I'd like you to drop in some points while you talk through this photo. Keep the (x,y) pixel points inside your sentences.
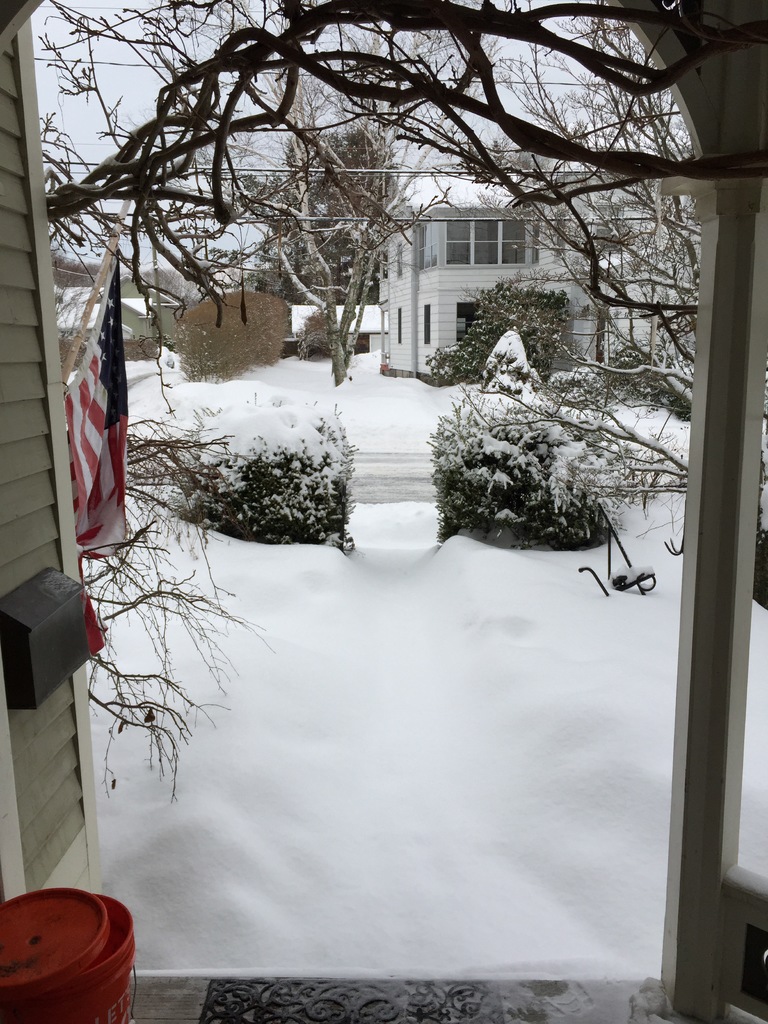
In this image I can see the snow (475,752). To the left (68,943) I can see the red color bucket (48,947) and the flag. In the background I can see many trees (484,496), house (419,298) with windows (482,260) and the sky (208,149).
